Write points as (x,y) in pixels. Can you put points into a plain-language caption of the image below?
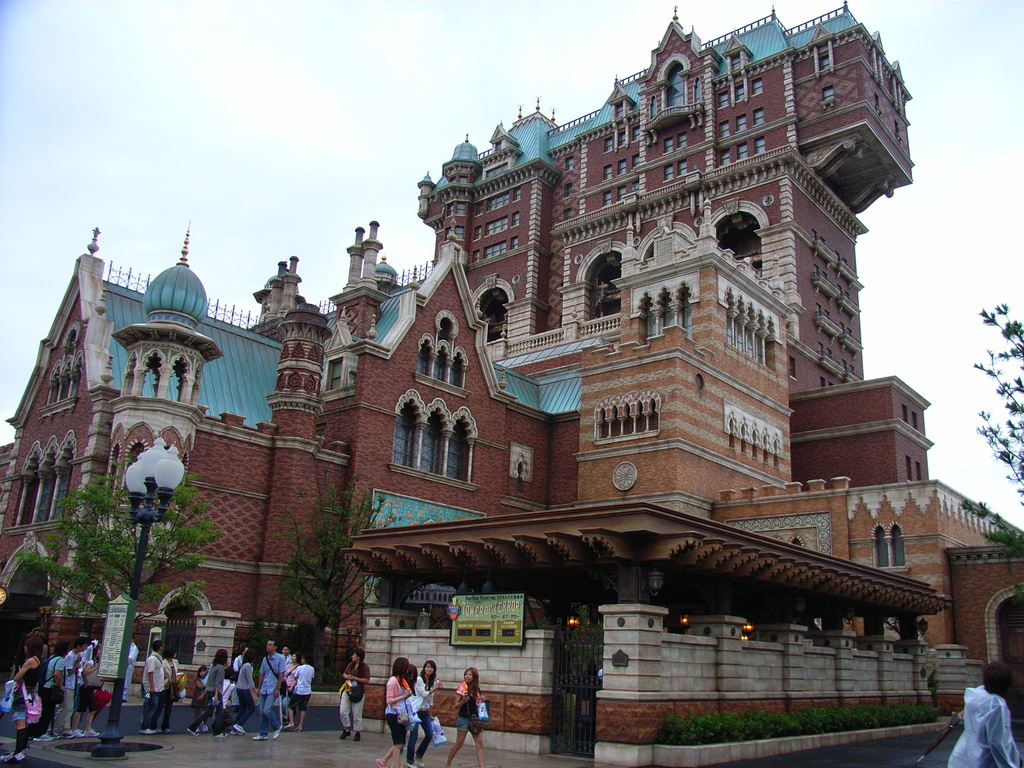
In this picture I can see buildings (298,433), trees (297,574) and few people (201,690) walking and I can see lights (131,481) to the pole (119,689) and couple of boards (128,643) with some text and I can see a cloudy sky (955,92).
